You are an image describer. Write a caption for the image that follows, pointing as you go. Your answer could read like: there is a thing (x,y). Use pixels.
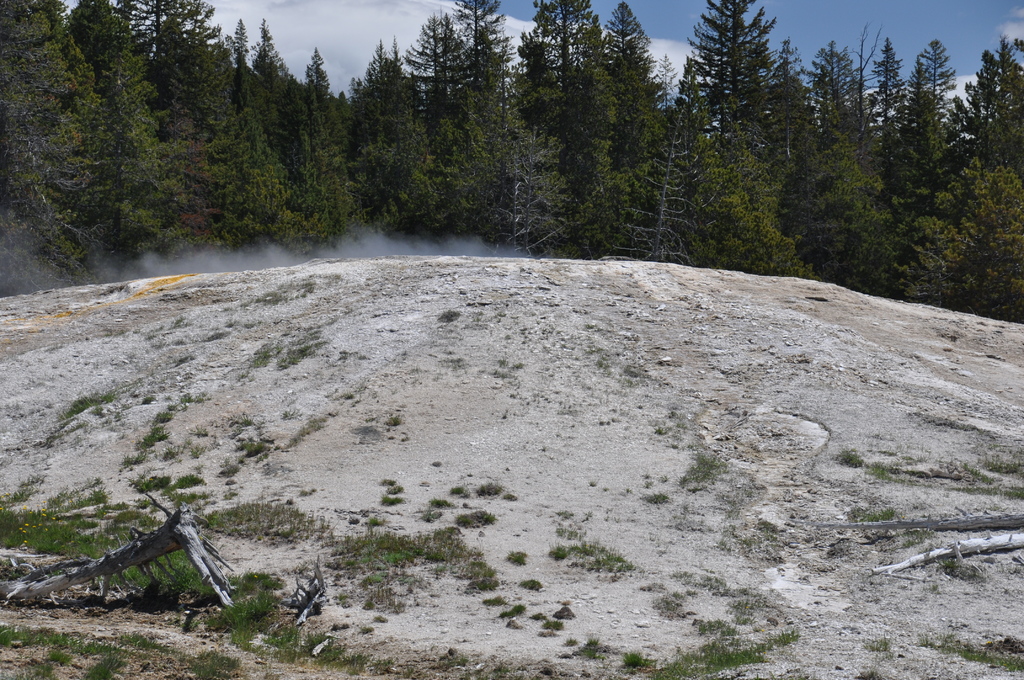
In the center of the image (359,252) we can see the sky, clouds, trees (458,211), smoke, grass (241,614) and tree trunks (319,597).
